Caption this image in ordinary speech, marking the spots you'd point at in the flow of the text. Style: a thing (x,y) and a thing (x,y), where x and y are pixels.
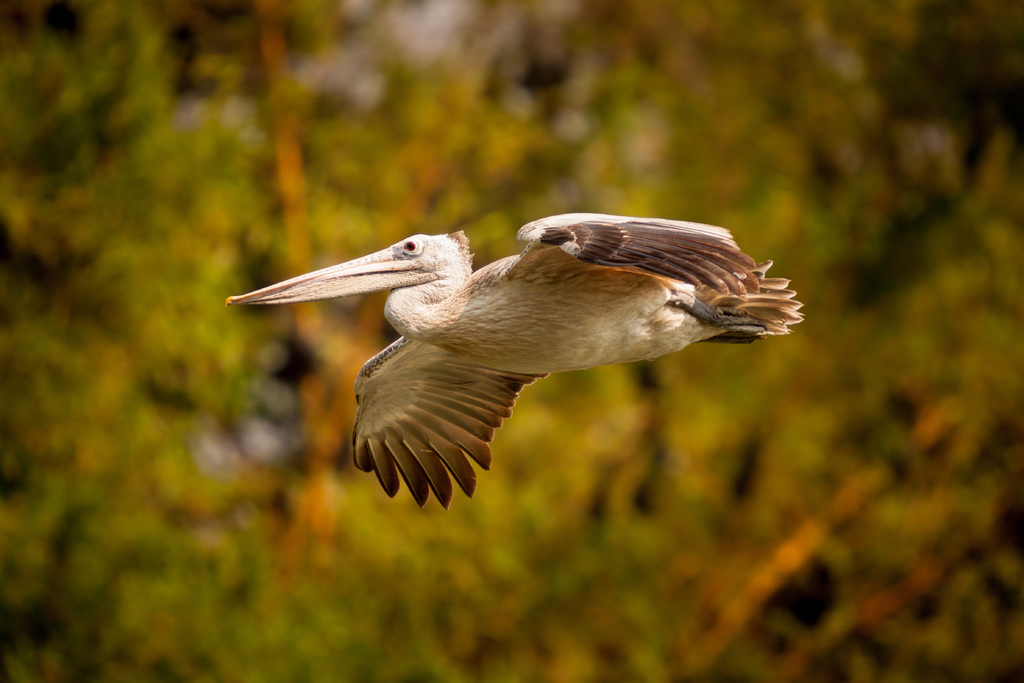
In this image in the middle (419,236) there is a bird (413,476) is flying, in the background (462,149) maybe there are some trees (331,176).
